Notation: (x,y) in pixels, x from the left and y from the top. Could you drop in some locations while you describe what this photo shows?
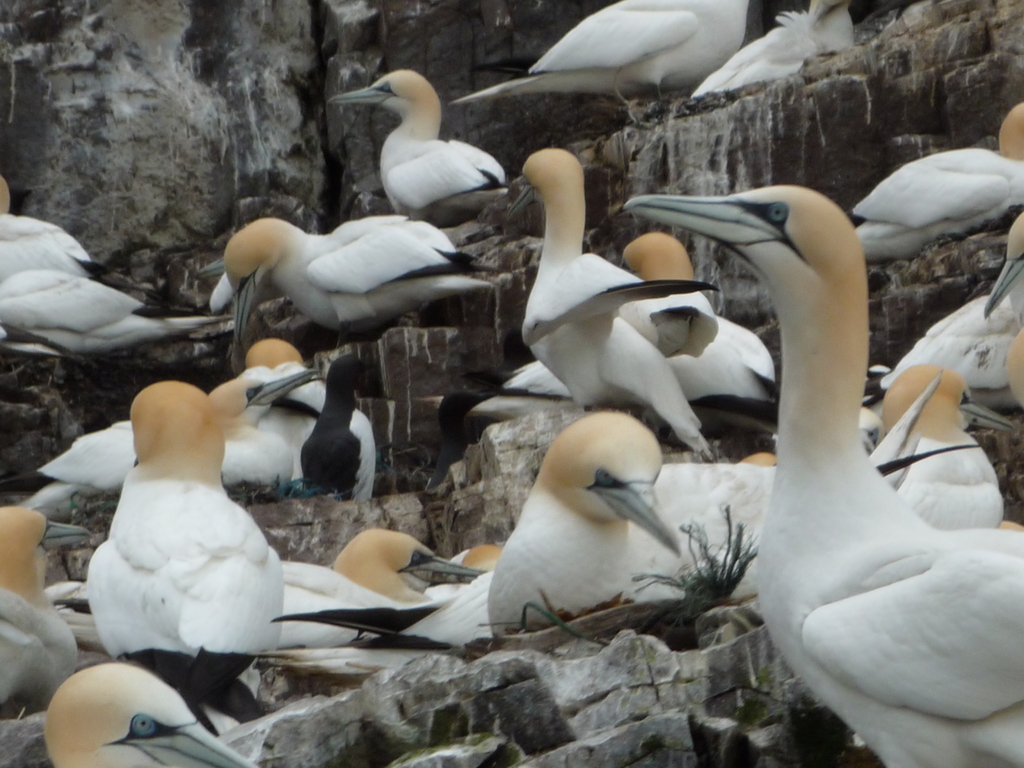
This image consists of birds (855,514). They are in brown and white color. At the bottom (572,764), there are rocks (644,734).
